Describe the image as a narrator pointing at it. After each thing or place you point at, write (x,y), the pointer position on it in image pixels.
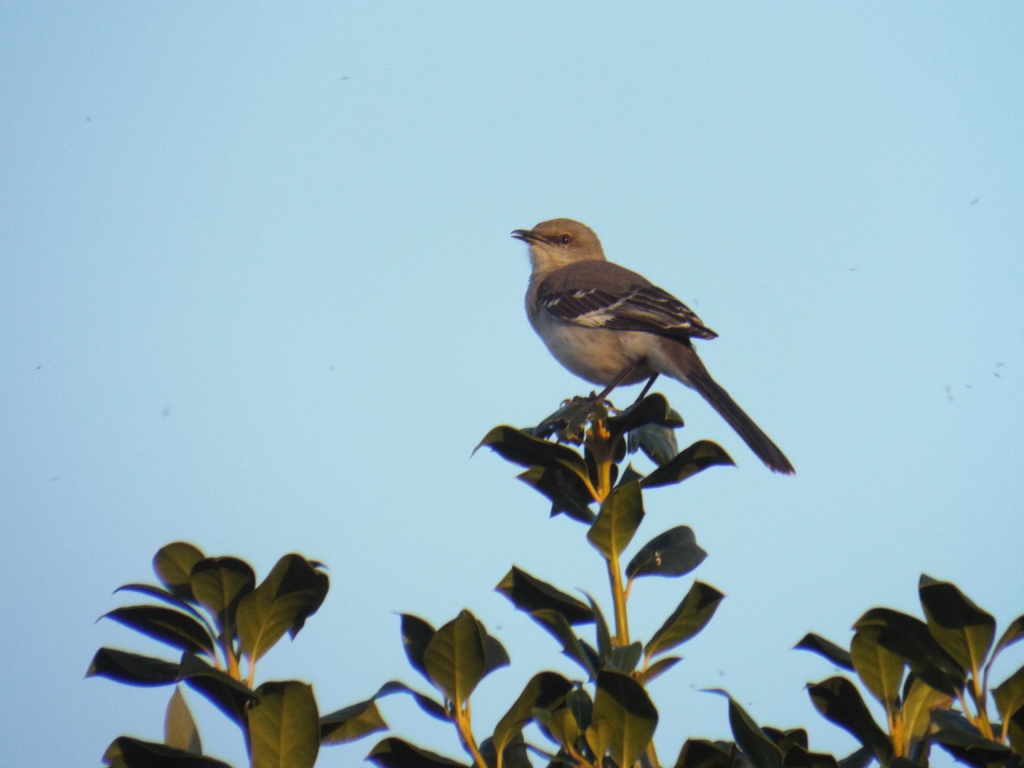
In the image I can see a bird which is on the tree stem (647,671).
